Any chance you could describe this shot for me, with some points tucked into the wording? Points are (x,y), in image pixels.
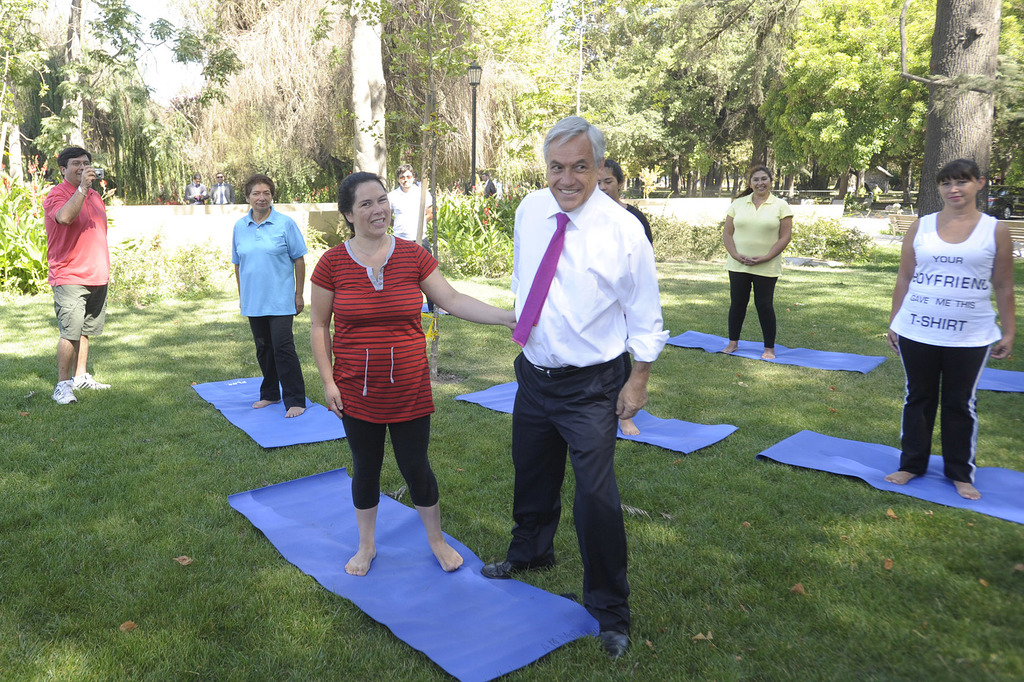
In this image there are group of people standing on the mats (350,499), two persons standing on the grass (224,451), a person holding a camera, and in the background (15,87) there are plants (144,250), lights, poles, trees (973,149), sky (165,76).
